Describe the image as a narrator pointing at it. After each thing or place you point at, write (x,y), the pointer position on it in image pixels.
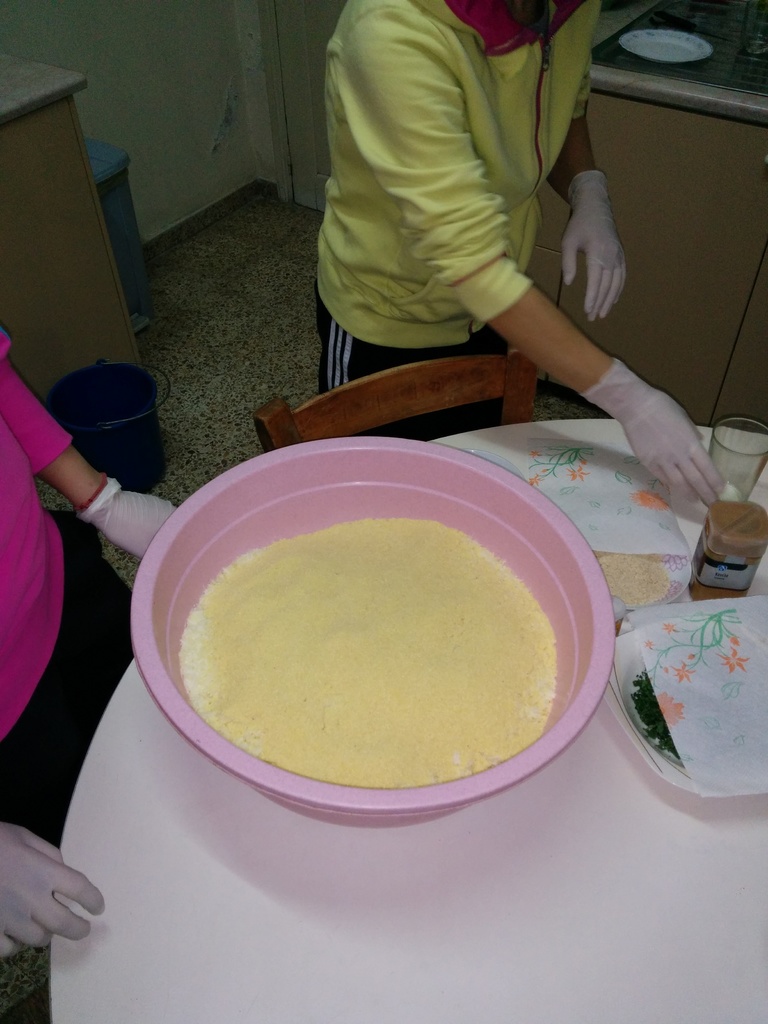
In this image I can see two people (390,246) standing and wearing the pink, black and yellow color dresses (436,164). In-front of these people (465,296) I can see the table (472,871). On the table (415,882) there is a pink color bowl (308,789) with yellow color flour (394,603). To the side I can see the plates (659,754), tissues (672,530), glass (728,465) and the container (716,555). In the background (742,107) I can see the plate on the another table (710,110).
